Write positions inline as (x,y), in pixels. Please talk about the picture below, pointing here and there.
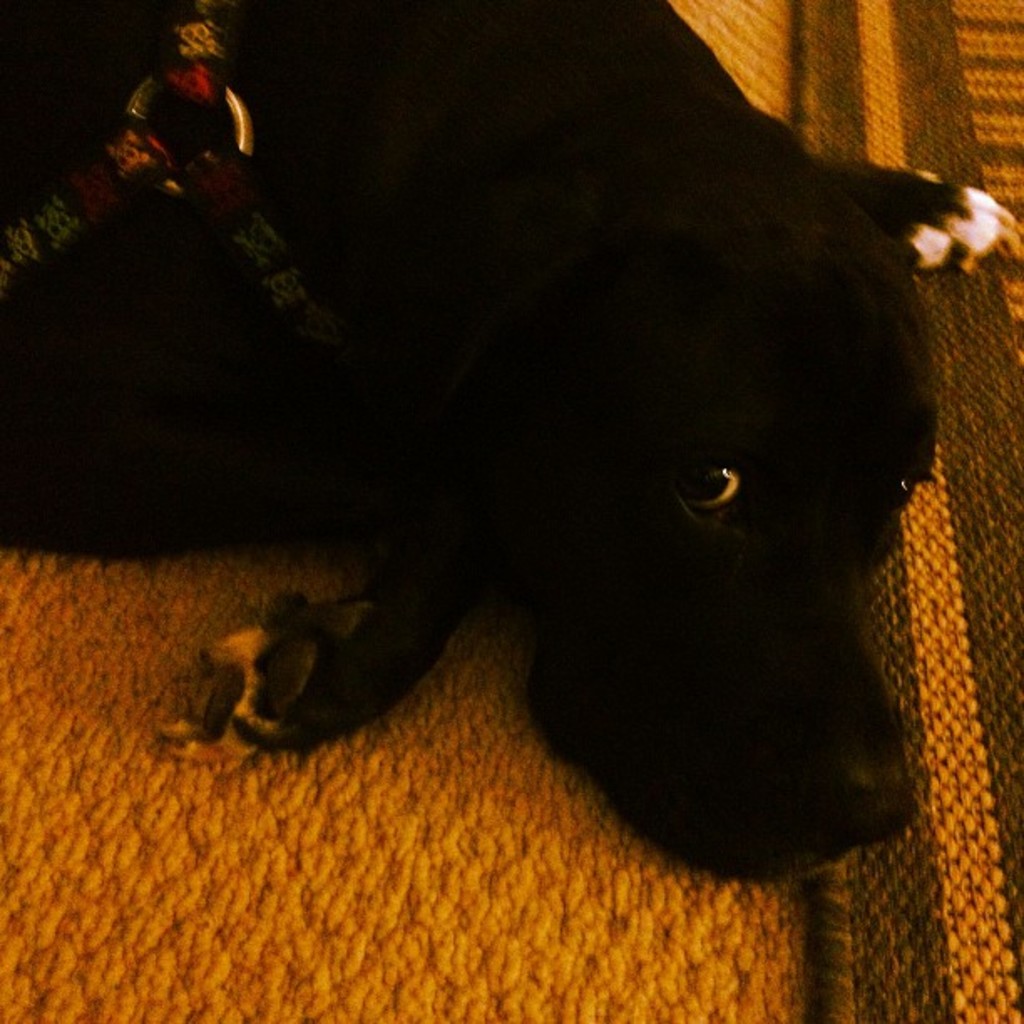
In this picture, we see a dog (572,426) in black color is lying on the carpet (404,914) and the carpet (393,823) is in orange color.
